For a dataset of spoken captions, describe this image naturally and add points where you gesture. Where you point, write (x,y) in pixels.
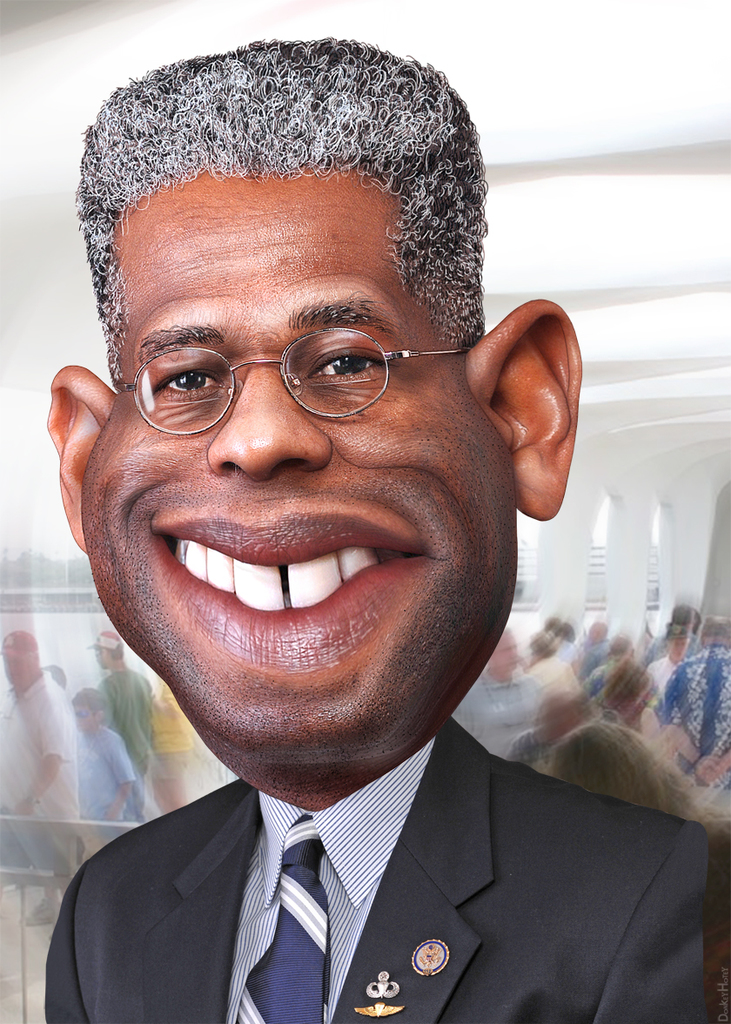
In the picture i can see a person (208,832) wearing black color suit (450,917), also wearing specs (287,358) standing and in the background (116,722) there are some persons (624,721) walking.
